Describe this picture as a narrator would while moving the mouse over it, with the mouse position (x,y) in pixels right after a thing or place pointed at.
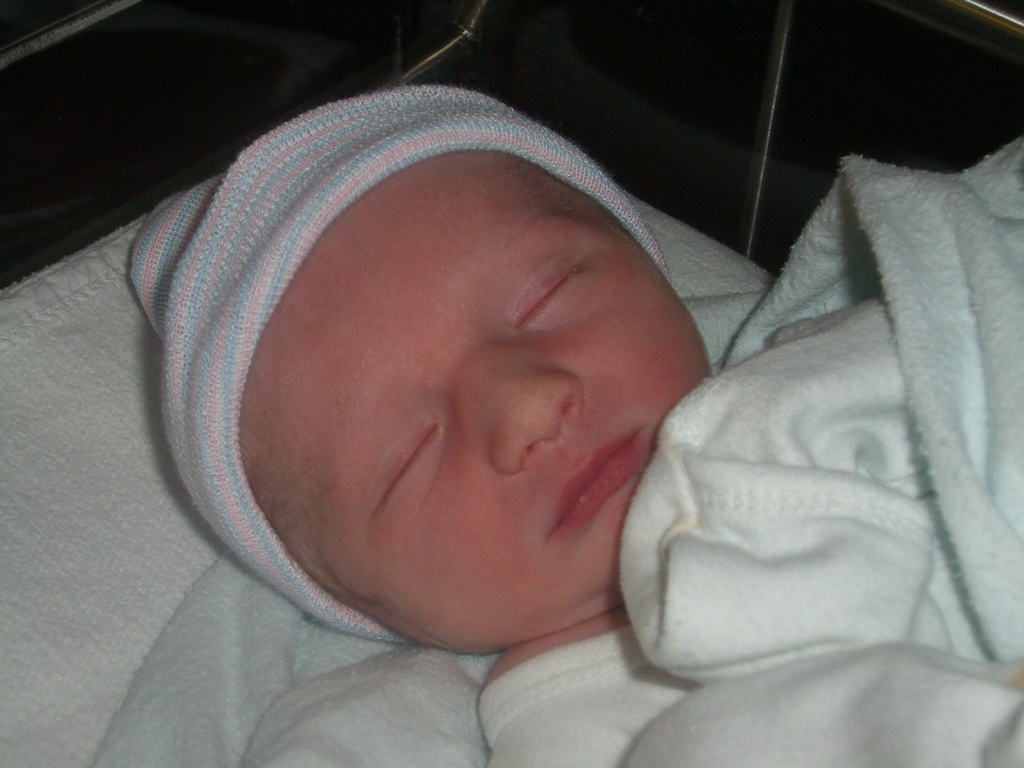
In this image, we can see a kid (626,379), on the kid (869,316), we can see the white color blanket (941,294). In the background (8,470), we can see white color and black color.
